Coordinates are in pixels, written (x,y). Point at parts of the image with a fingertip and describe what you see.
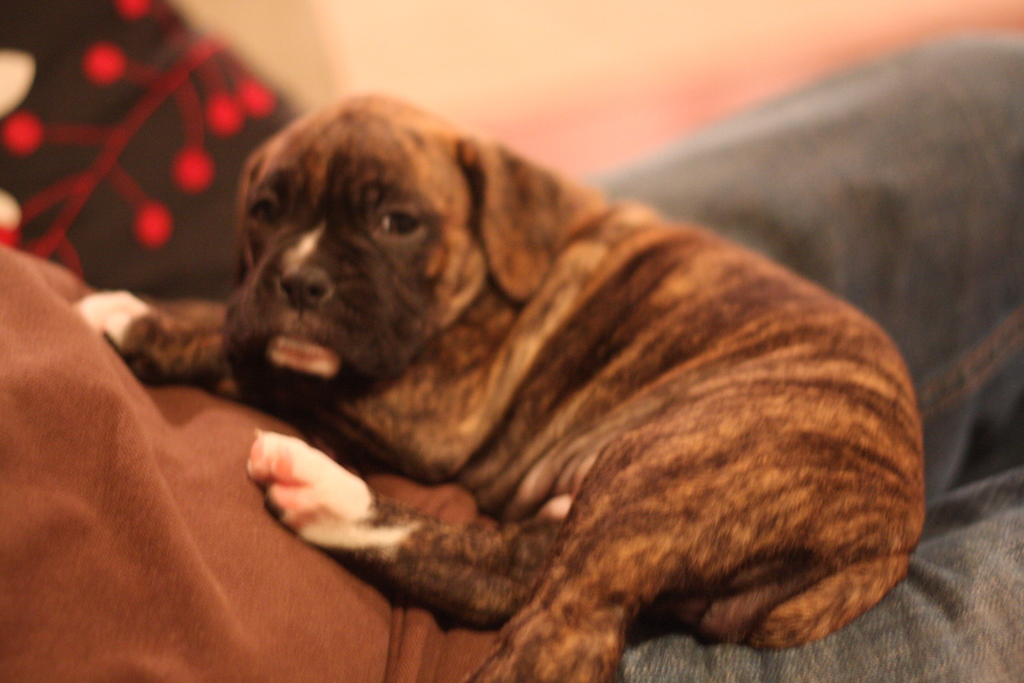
In this picture, we see the brown dog (595,282) is sitting on the laps (929,604) of the man (925,622) who is wearing the grey pant (906,636) and a brown T-shirt (231,547). This dog (184,342) is looking at the camera. Beside him, we see an object (103,166) in black and red color. In the background (527,68), it is white in color and this picture is blurred in the background (584,3).
